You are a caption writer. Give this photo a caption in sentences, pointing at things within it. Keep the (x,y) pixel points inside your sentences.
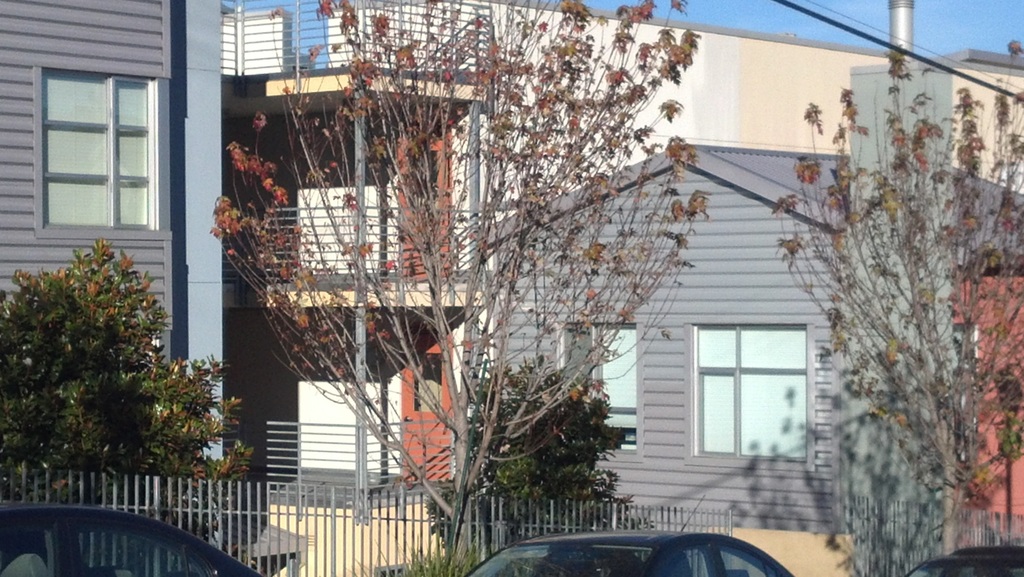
In the picture we can see a house building (661,257) and beside it, we can see a house (731,247) with window (781,377) and glass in it and near to it, we can see some plants (121,404) and around it we can see railing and in front of the railing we can see some cars (672,546) are parked and behind the buildings (735,135) we can see a sky (763,29).
